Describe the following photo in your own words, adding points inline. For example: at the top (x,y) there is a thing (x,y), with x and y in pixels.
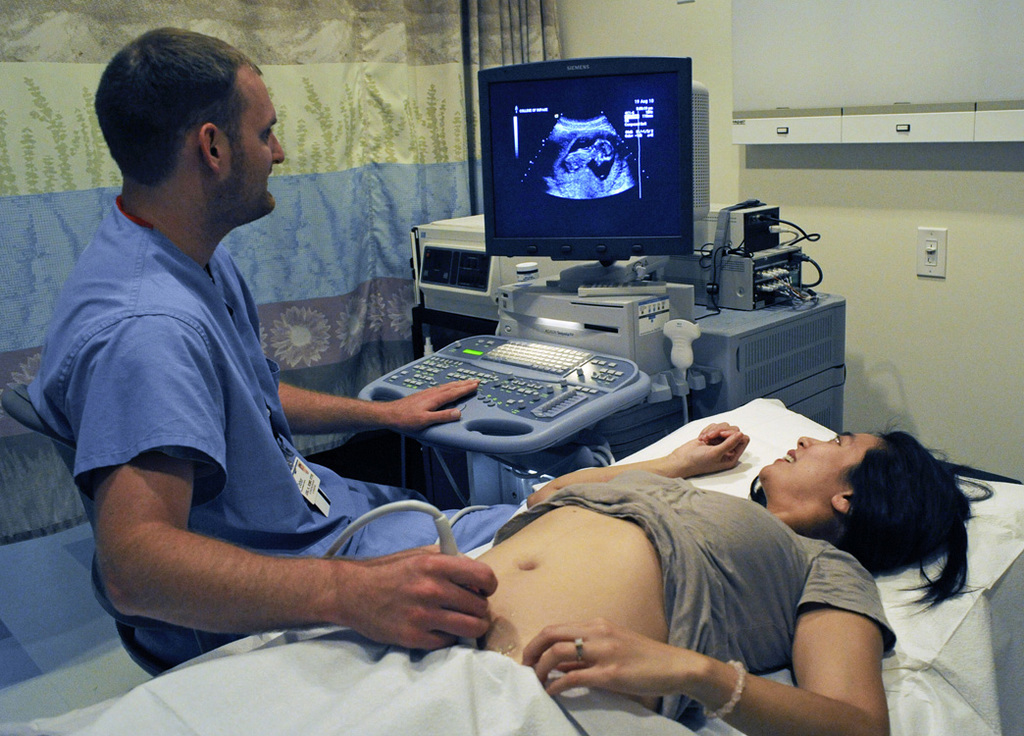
In this image we can see a woman (656,460) lying on the bed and she having a look at the monitor (583,137). Here we can see a man (232,209) sitting on the chair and he is holding the medical equipment (409,502) in his right hand (400,609). Here we can see the medical equipment (575,286). Here we can see the curtains (415,109).
